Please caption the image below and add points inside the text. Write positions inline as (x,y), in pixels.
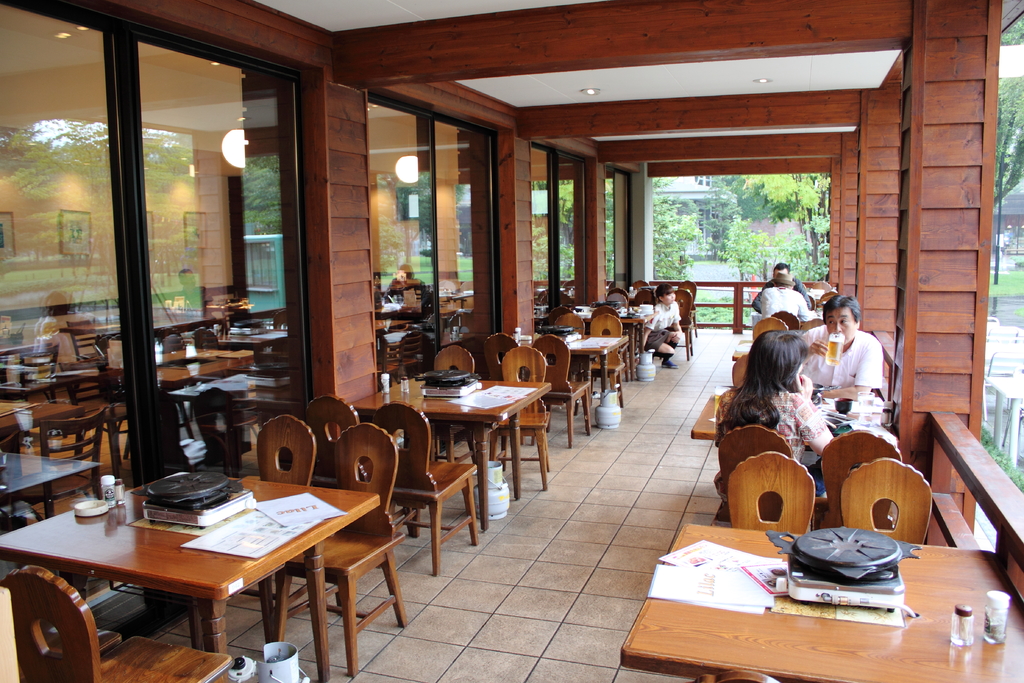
In this image I see number of chairs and tables (168,584) on which there are few things (996,635) and I see few people (788,399) over here, who are sitting and this man (849,312) is holding a glass (838,359) in his hand (824,355). In the background (634,248) I see the trees (821,240), pillars (649,283) and lights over here.
